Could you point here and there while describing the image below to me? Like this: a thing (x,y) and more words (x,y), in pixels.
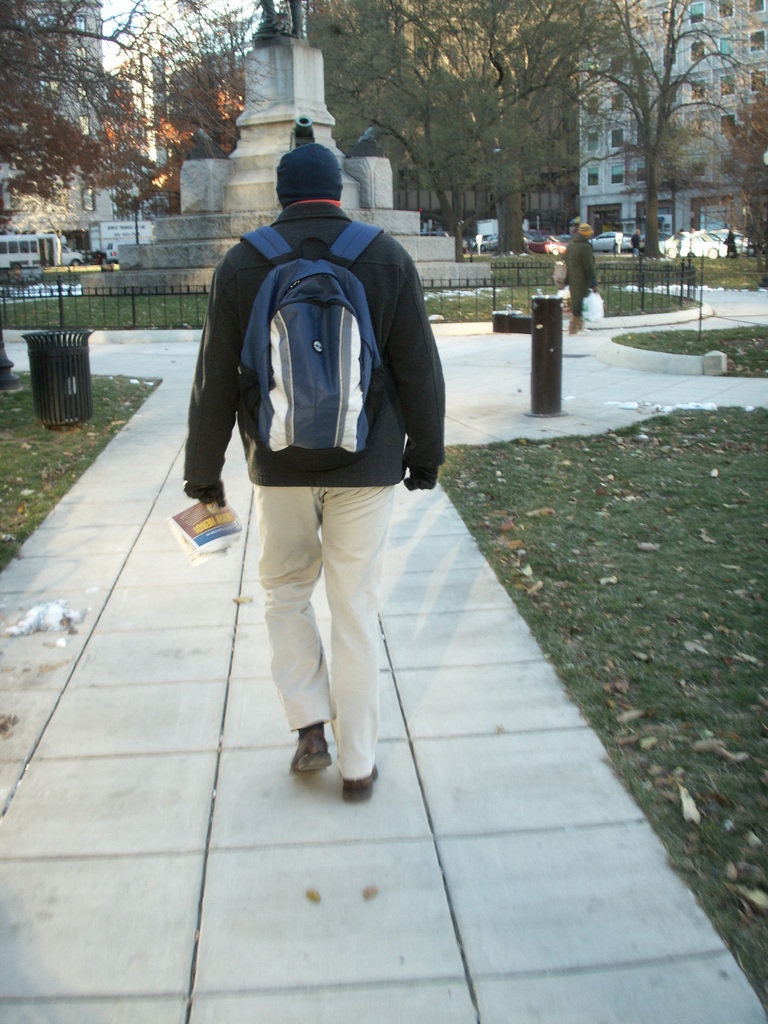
In this image I can see a man (332,495) wearing a backpack bag (282,348), holding newspaper (221,518) on his hand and walking along the pathway (426,527). At background (500,113) I can see big buildings (714,45) and huge trees (586,29). I can see cars (700,241) and some other vehicles (713,240) parking. I can see a person (575,284) walking. At the left of the image (73,360) I can see a dustbin (56,366). At background (52,261), at the left corner of the image (75,255) I can see a vehicle (19,259).
